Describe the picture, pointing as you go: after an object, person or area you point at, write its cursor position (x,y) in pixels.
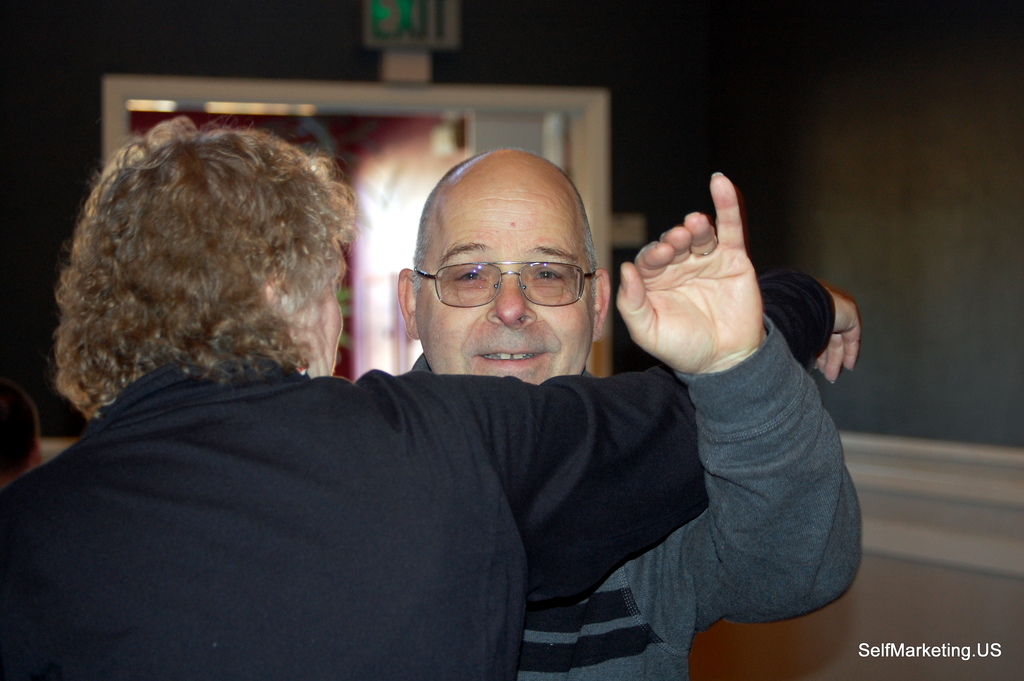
In this image I can see two persons (336,412). In front (188,534) the person (213,447) is wearing black color shirt (336,546), background (435,149) I can see some object (407,189) in white and gray color.
